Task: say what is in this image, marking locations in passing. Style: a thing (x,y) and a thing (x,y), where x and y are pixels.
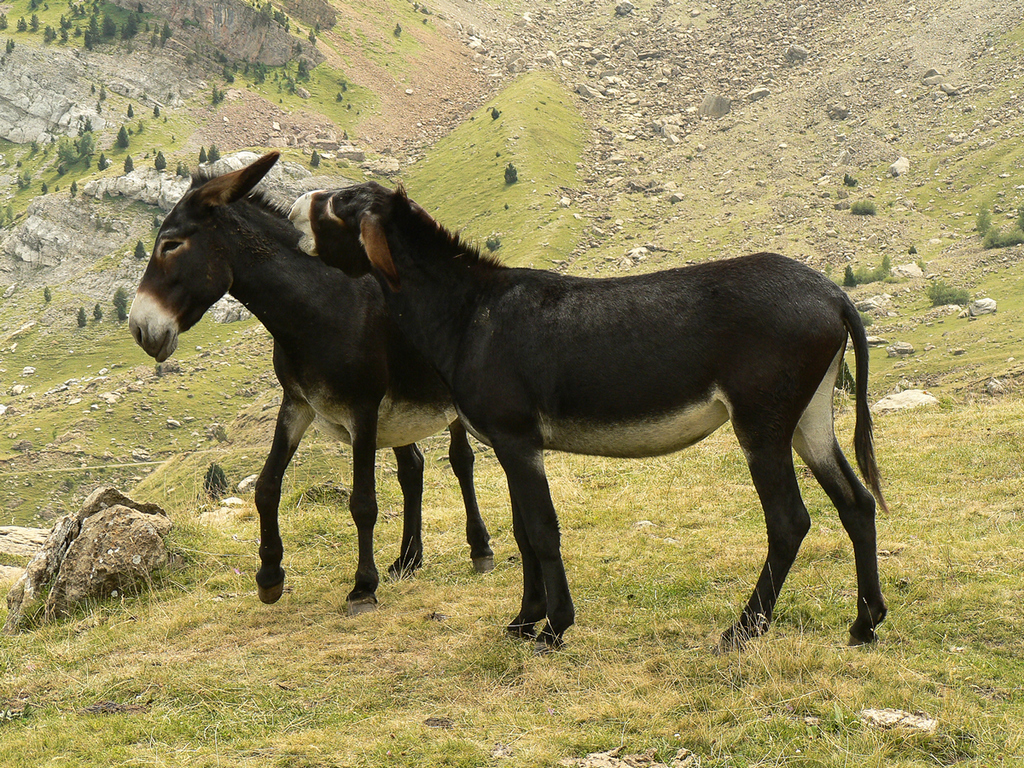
In the image there are two donkeys (516,519) standing on grassland (655,530), behind it there are hills (463,49) with trees (300,79) and stones (598,83) all over it.
